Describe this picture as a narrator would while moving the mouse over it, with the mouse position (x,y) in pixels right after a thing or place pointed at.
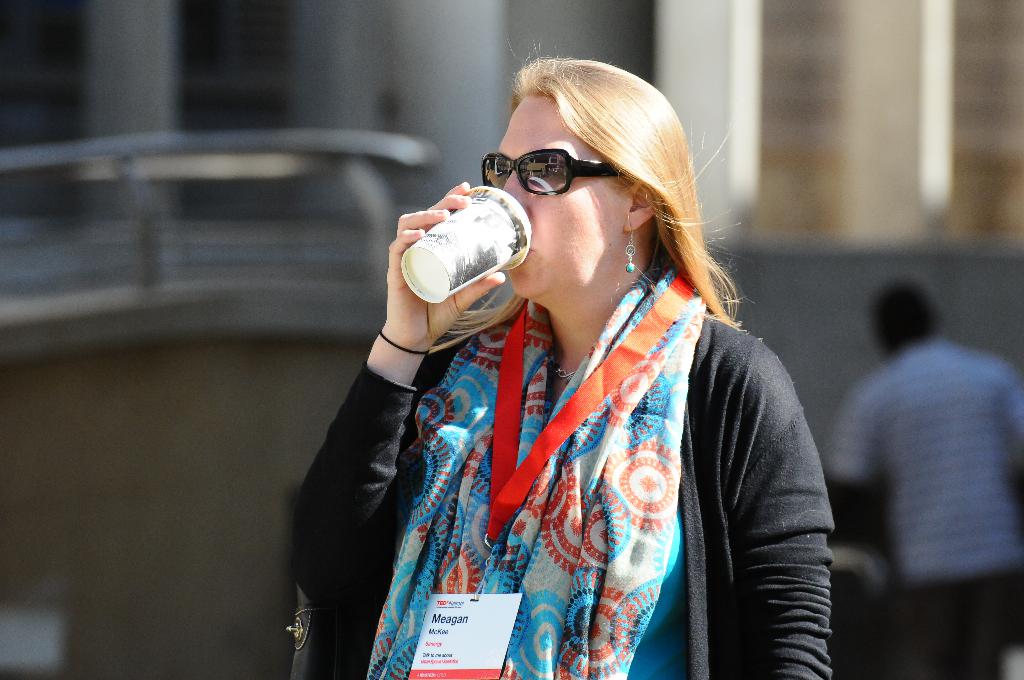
In the image here is a woman (490,457) she is drinking some drink (460,259), she is wearing goggles (541,189) and there is an identity card (512,503) around her neck (560,358), the background of the woman (818,641) is blur.
